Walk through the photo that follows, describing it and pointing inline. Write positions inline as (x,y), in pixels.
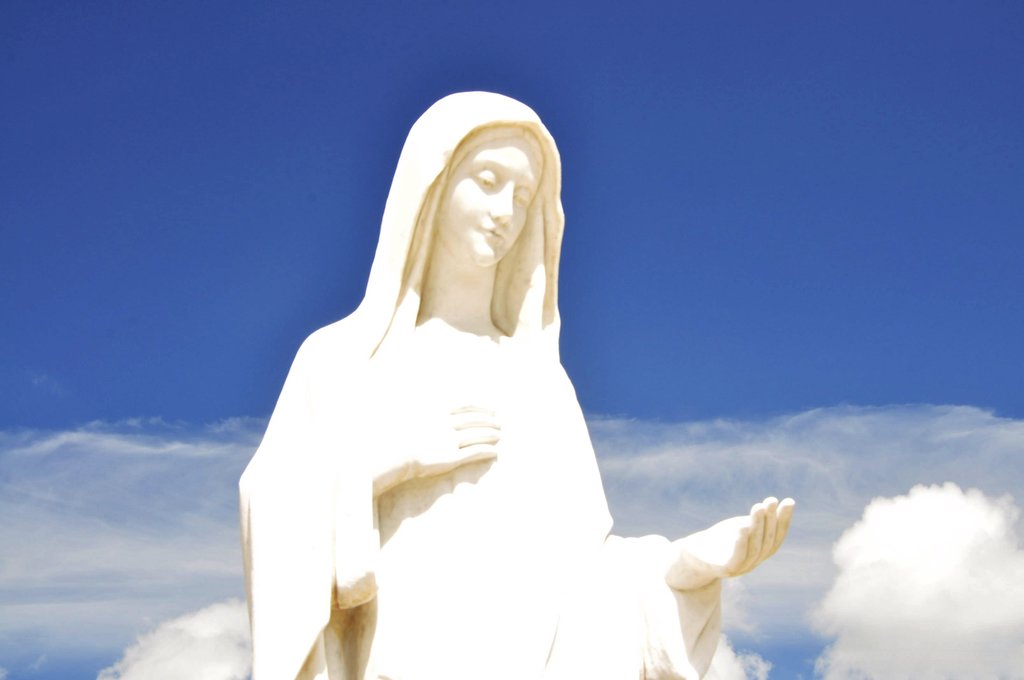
This picture consists of a sculpture (479,360) in the foreground (508,109), in the background (769,245) I can see the sky (965,173) and clouds (953,489).
